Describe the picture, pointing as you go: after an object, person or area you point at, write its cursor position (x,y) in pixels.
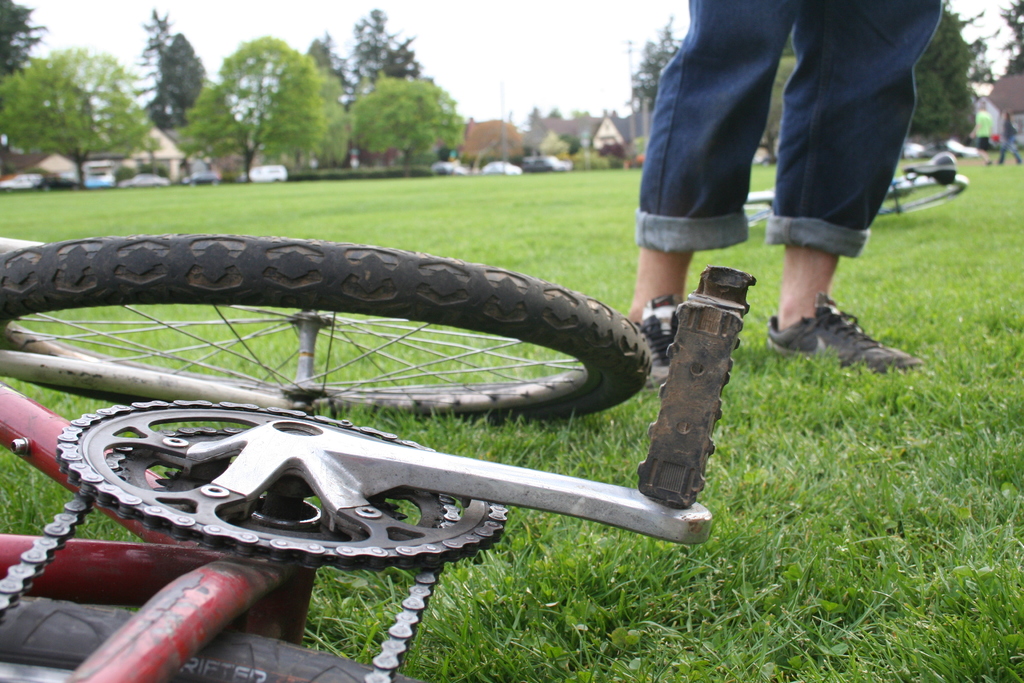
In this image I can see a bicycle (213,594) which is silver, red and black in color is on the grass (549,527). I can see a person's legs (745,146) wearing jeans (712,159) and footwear (821,306). In the background (291,135) I can see few trees (224,135), few buildings (503,133), the grass (526,179), a bicycle (948,193), few other persons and the sky (123,41).
